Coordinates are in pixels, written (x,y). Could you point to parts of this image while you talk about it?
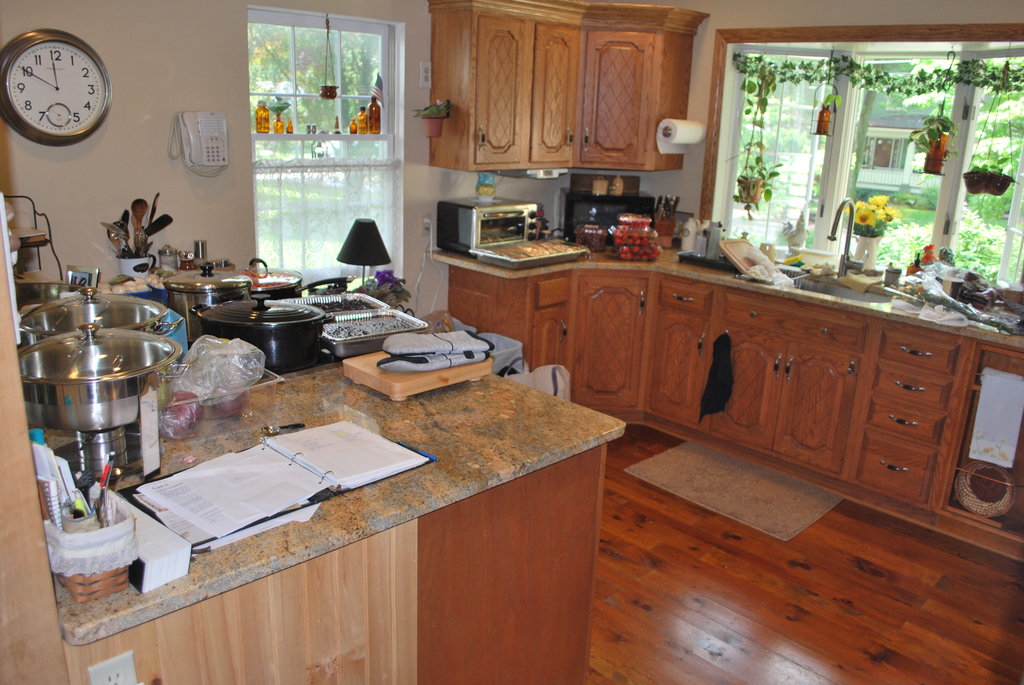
In this image there is a kitchen countertop (328,390) on the left side of this image (327,415) and right side of this image (686,268) and there is a wall (656,170) in the background (413,201). there is a window (303,146) on the top of this image (345,161) and on the right side of this image (798,143) as well. There is a wall clock (74,84) on the top left corner of this image (97,66) and there is a floor (669,546) in the bottom of this image (711,599).
